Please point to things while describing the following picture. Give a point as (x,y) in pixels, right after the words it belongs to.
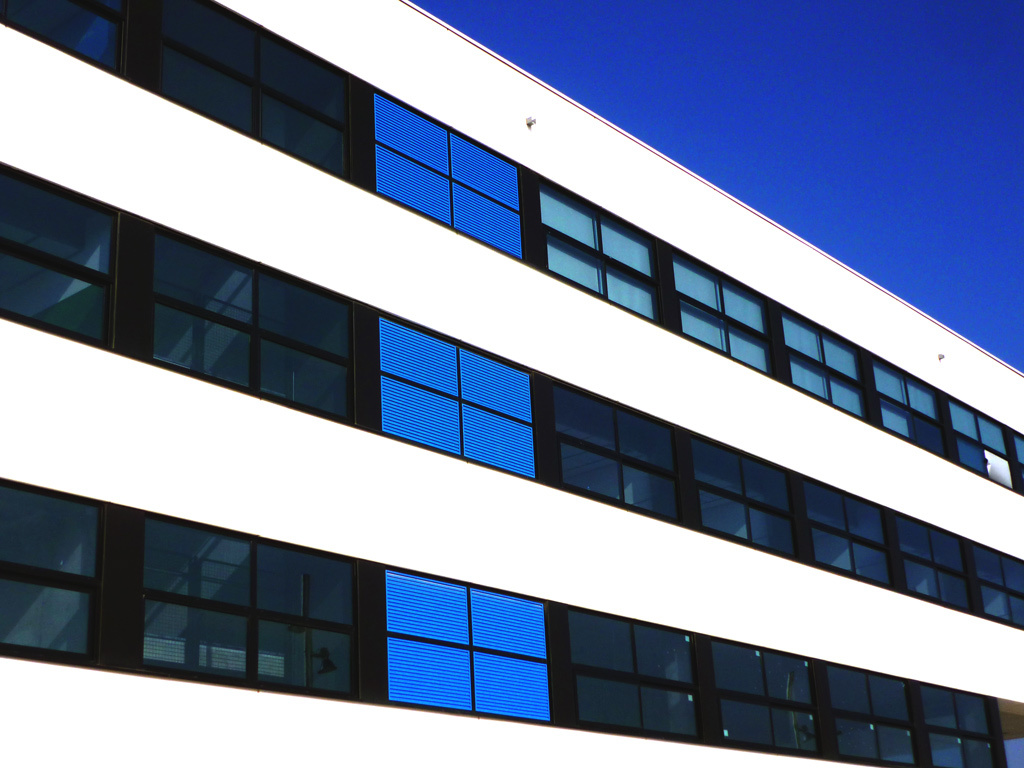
In this picture, we see a building (392,475) in white color. It has glass windows (530,478) which are in blue and grey color. In the right top (769,35), we see the sky (804,95), which is blue in color.
